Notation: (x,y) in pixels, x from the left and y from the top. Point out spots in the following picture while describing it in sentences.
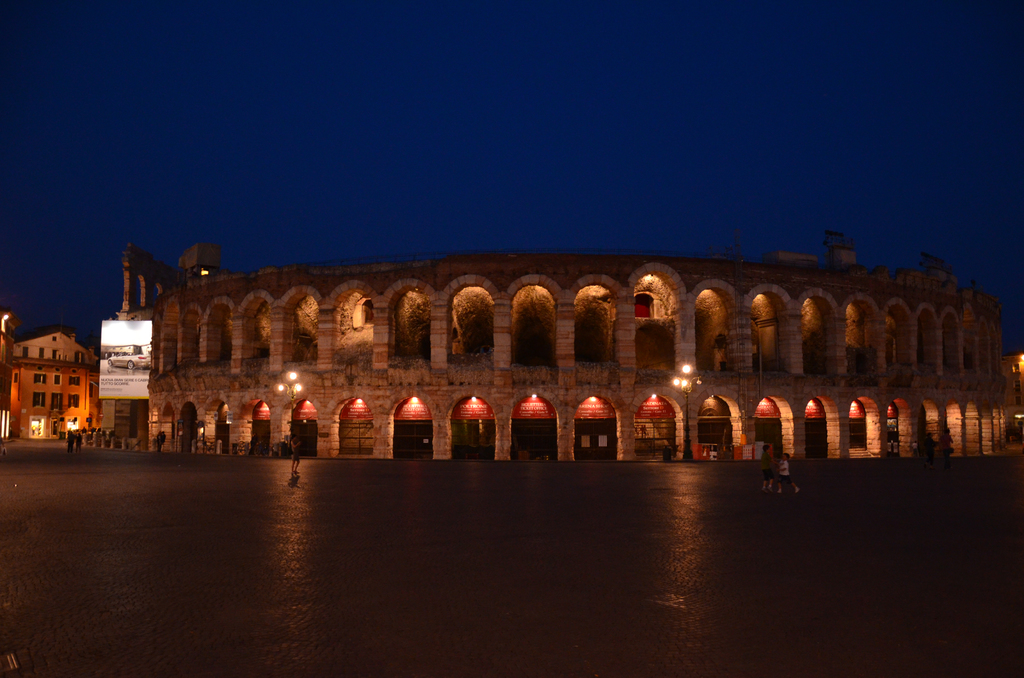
In this image we can see a few buildings (262,376) and also we can see some people (298,462) on the road (357,484), there are some pillars (275,428), lights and board (110,385) with text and image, in the background (421,128), we can see the sky (702,193).
